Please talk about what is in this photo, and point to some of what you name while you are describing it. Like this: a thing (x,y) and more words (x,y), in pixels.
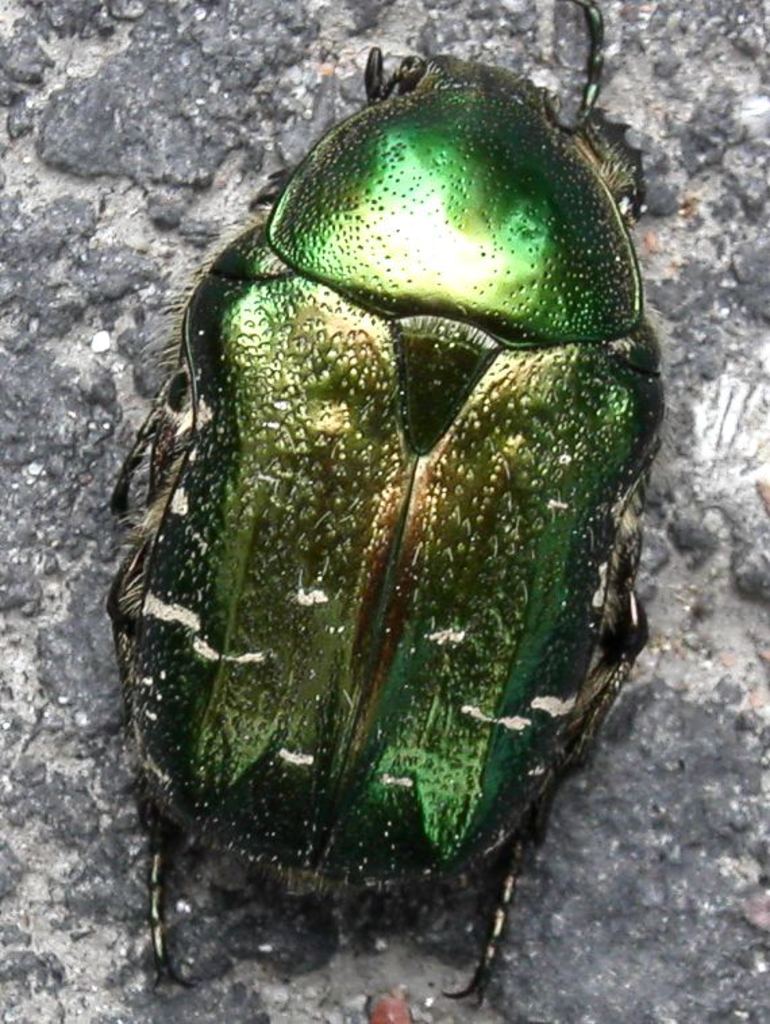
This image consists of an insect (405,448) in green color. At the bottom (228,940), there is a rock (66,872). And the insect (281,309) is shining.
